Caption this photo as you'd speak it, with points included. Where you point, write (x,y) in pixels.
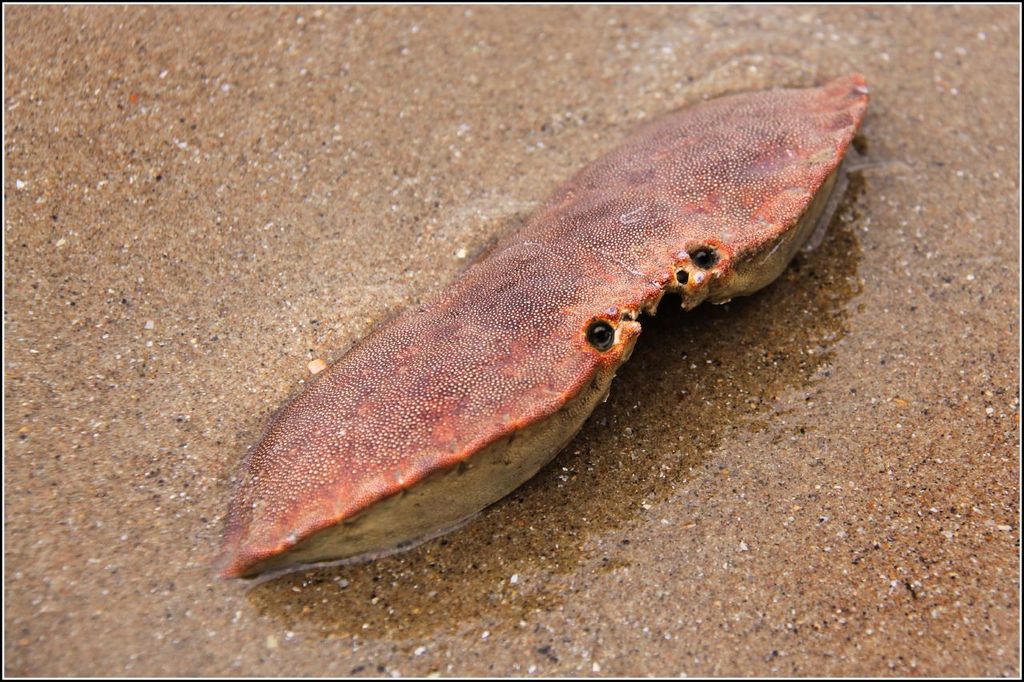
This image consists of a marine animal (663,222). It is in brown color. At the bottom (169,490), we can see the sand (324,60).
